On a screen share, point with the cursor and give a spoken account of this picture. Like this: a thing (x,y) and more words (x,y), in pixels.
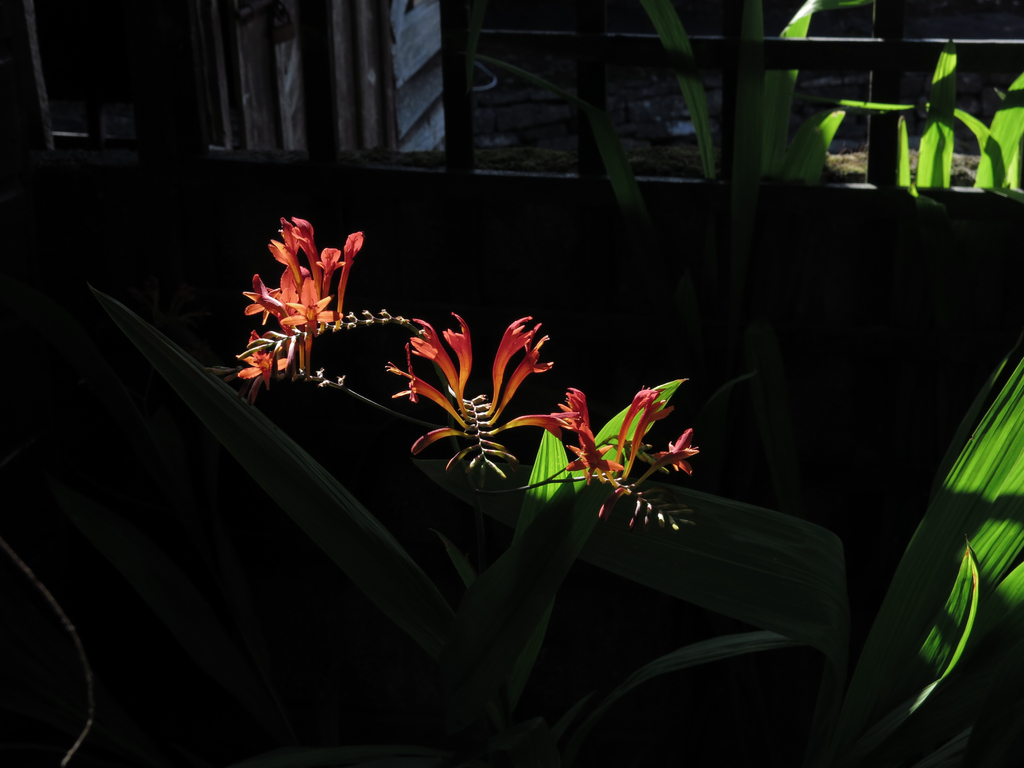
In this image, we can see some plants (573,487), flowers (467,326). We can also see the wall (546,25) and the ground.
